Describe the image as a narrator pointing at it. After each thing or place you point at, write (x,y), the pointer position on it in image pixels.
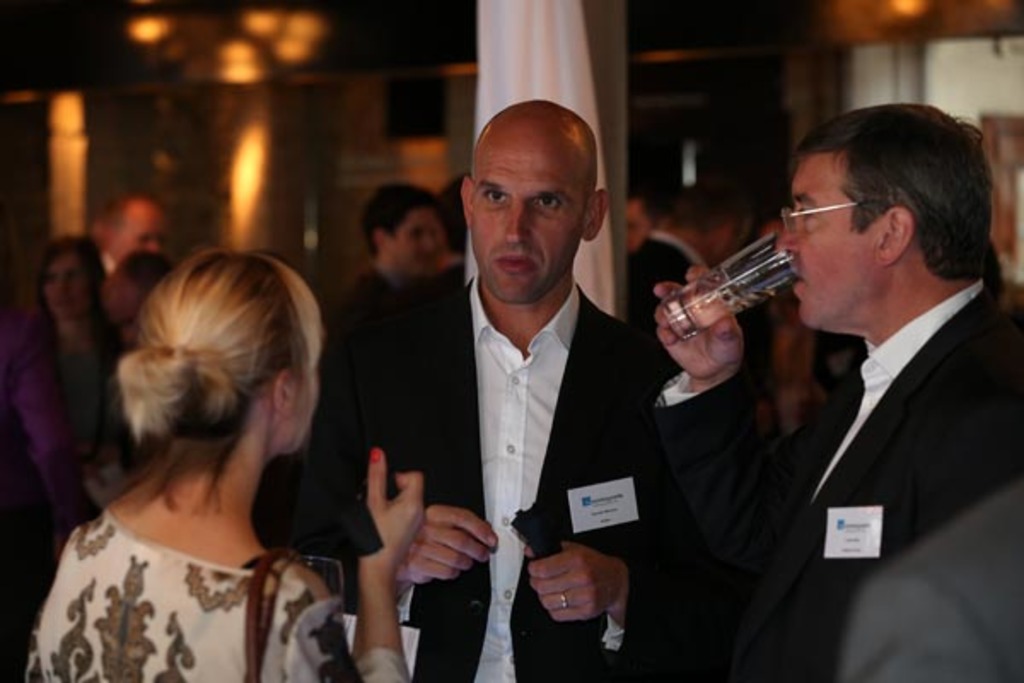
In the middle (537,415) a man (571,213) is standing he wore a coat (343,563), in the right side (801,157) a man (810,194) is drinking liquid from a glass (703,314). In the left side (161,305) a woman (413,518) is there she wore a dress (290,611).
